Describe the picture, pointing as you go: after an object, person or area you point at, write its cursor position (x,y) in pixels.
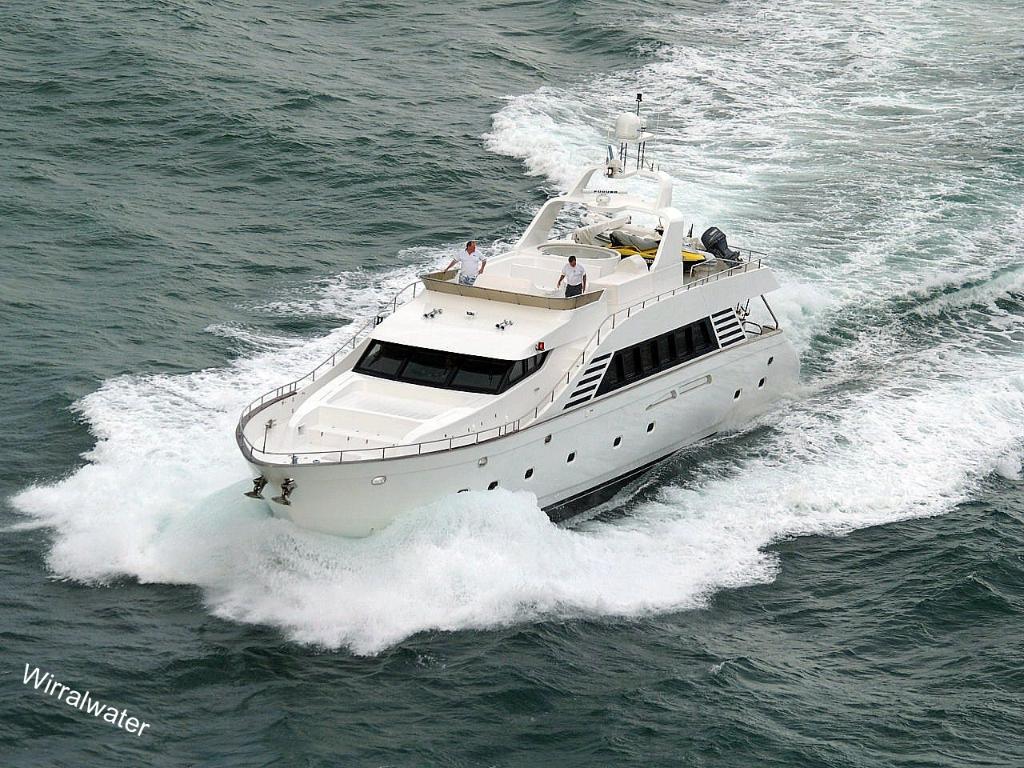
In this picture we can see there are two people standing on a ship (504,303) and the ship (500,344) is on the water (478,533). On the image there is a watermark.
